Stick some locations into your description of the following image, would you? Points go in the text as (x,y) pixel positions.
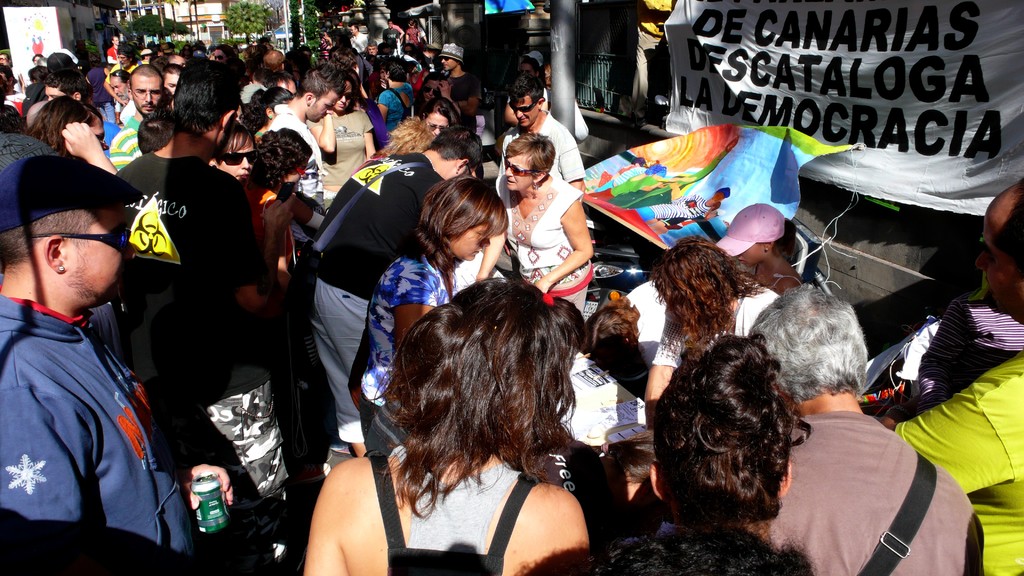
This picture is clicked outside. On the left (87,253) we can see the group of persons (598,336). On the right (895,31) we can see the banners (900,31) on which we can see the text (811,108) and the pictures (671,210) of some objects (669,201). In the background (268,13) we can see the plants (313,16) and the poles (567,18) and some buildings (223,20).
